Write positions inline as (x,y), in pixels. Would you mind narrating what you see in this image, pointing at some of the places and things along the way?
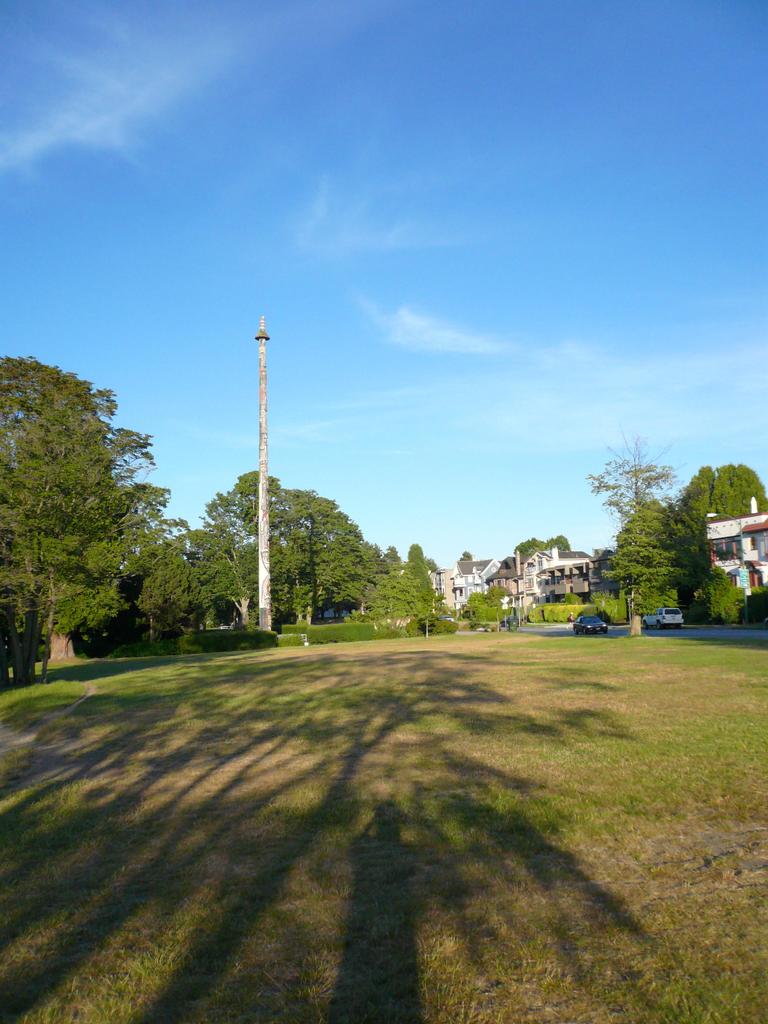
In the picture I can see the houses (525,595) and trees (664,592). I can see two cars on the road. In the foreground (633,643) I can see the green grass (552,710). There are clouds (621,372) in the sky (623,348). I can see a pole (265,371) on the left side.
